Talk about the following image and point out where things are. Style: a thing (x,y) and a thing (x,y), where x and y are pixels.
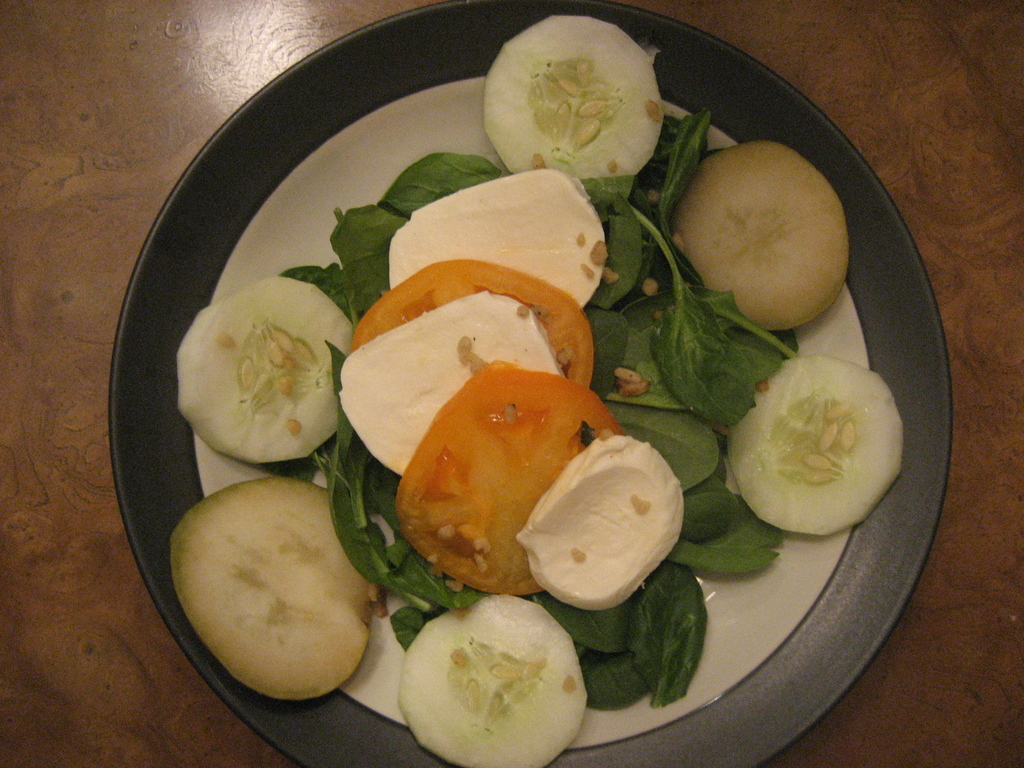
In this image there is a table (76,240), on that table (958,256) there is a plate (586,750) in that plate (348,80) there are slices of cucumber (824,486), tomato (482,400) and other vegetables (710,229) and leafy vegetables (680,349).
